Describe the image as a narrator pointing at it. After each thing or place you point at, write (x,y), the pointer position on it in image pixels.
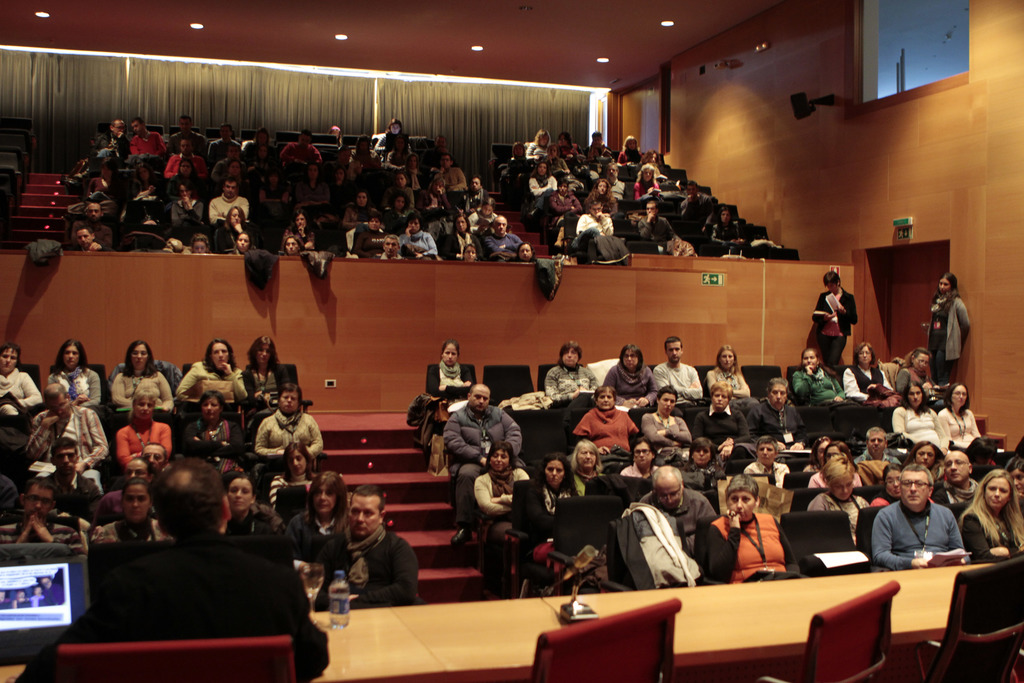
In this image, there are many people (678,445). Among them, some people (285,463) are sitting in chairs (257,425) and some people (846,310) are standing. We can see some stairs (39,210) and the wall (520,341) with some objects (39,246). We can also see some sign boards (904,232). We can see the roof (669,45) with some lights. We can see a table (472,642) with some objects (332,612) like a screen (56,568), a bottle (347,623). There are a few chairs (1017,600). We can see some curtains (71,72).
